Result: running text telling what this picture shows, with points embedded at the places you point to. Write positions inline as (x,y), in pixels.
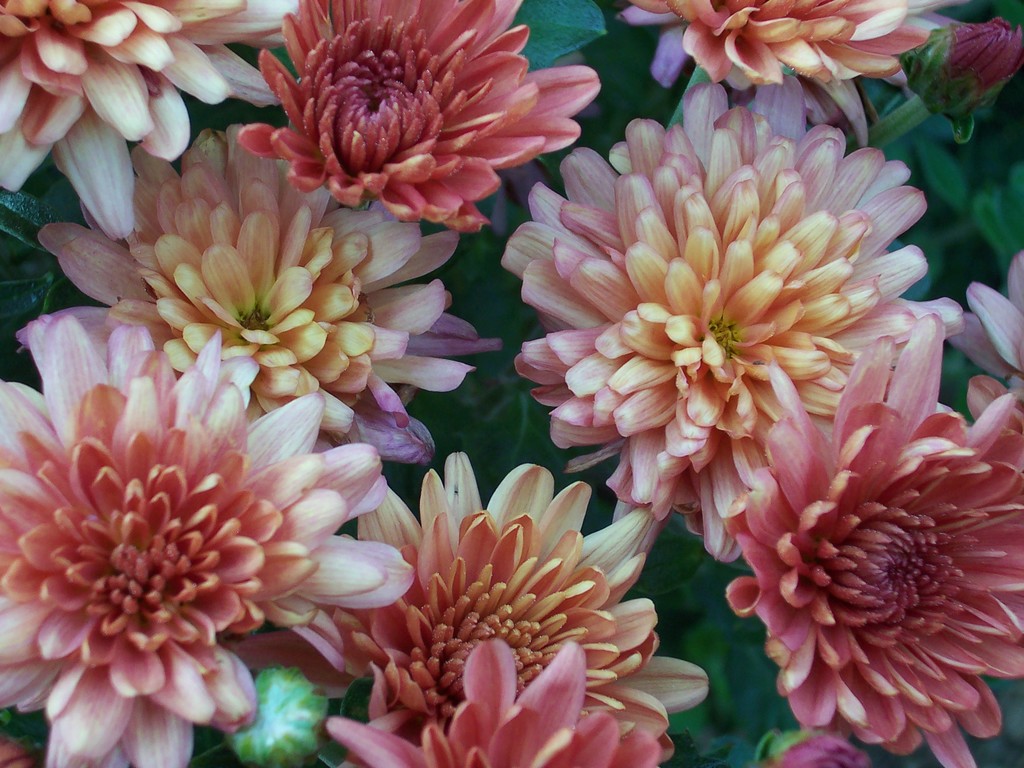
In this picture I can see flowers (626,331) and few leaves (932,266).
